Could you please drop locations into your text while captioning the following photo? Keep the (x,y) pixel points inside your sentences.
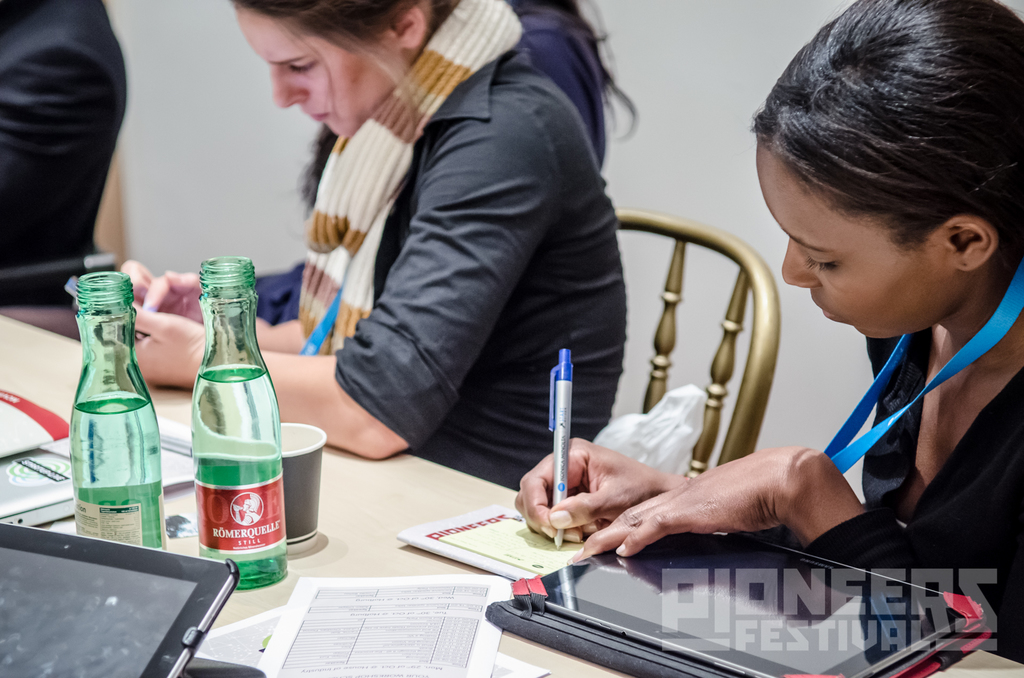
In this image i can see 2 women (598,260) sitting on chairs (703,430) in front of a table (218,619), a woman (927,251) on the right side (919,311) is holding a pen (564,496) and writing something in the book (527,542), On the table (463,512) i can see few electronic gadgets (111,588), few papers (289,660), 2 bottles (258,557), a cup (295,495) and a laptop (25,472). In the background (103,32) i can see a person (90,100) and the wall (190,151).
